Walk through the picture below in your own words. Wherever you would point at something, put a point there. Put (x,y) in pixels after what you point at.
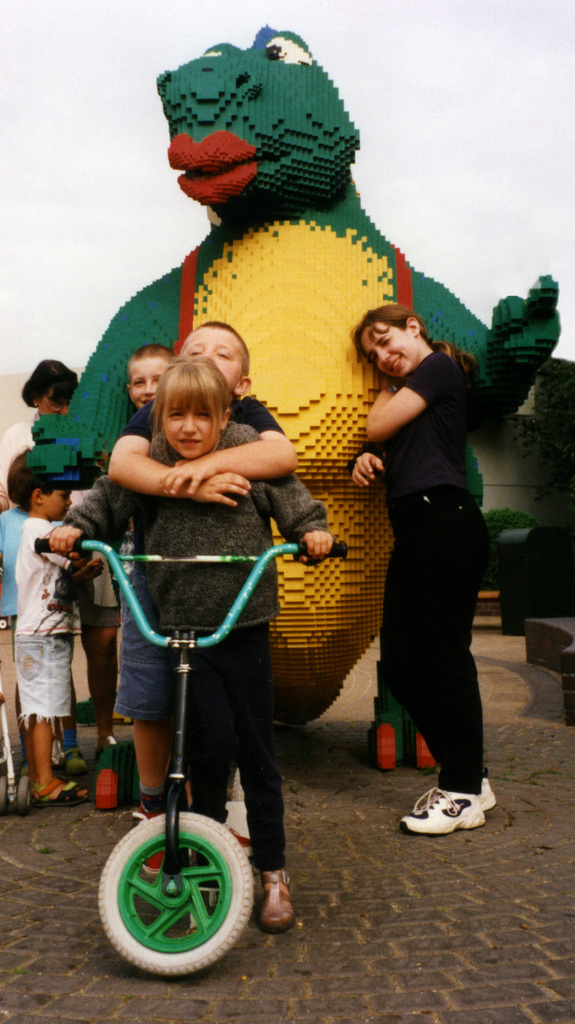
This image is taken outdoors. At the bottom of the image (327,912) there is a floor (84,910). At the top of the image (26,107) there is a sky (139,190) clouds (532,107). In the middle of the image (313,357) there is a dragon (300,430) and two women (36,402) and kids (68,566) are standing on the floor (446,882). In the middle of the image (199,395) a kid (192,531) is holding a bicycle (177,681).
